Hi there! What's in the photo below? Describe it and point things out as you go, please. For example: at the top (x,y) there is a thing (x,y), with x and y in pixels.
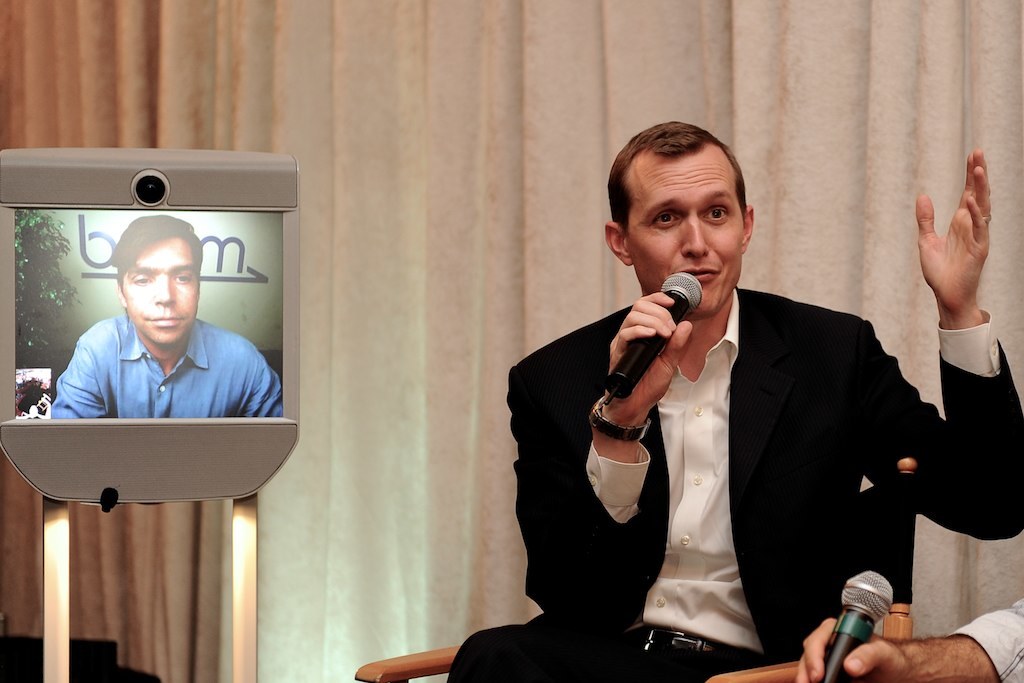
In the foreground (711,266) I can see a person (682,269) is sitting in the chair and holding a mike (651,358) in hand (647,396). At the bottom (877,610) I can see a person's hand (899,650) holding a mike (849,615). In the background (923,605) I can see a curtain (377,286). In the left middle (282,377) I can see a TV (245,491). This image is taken in a hall (554,407).
